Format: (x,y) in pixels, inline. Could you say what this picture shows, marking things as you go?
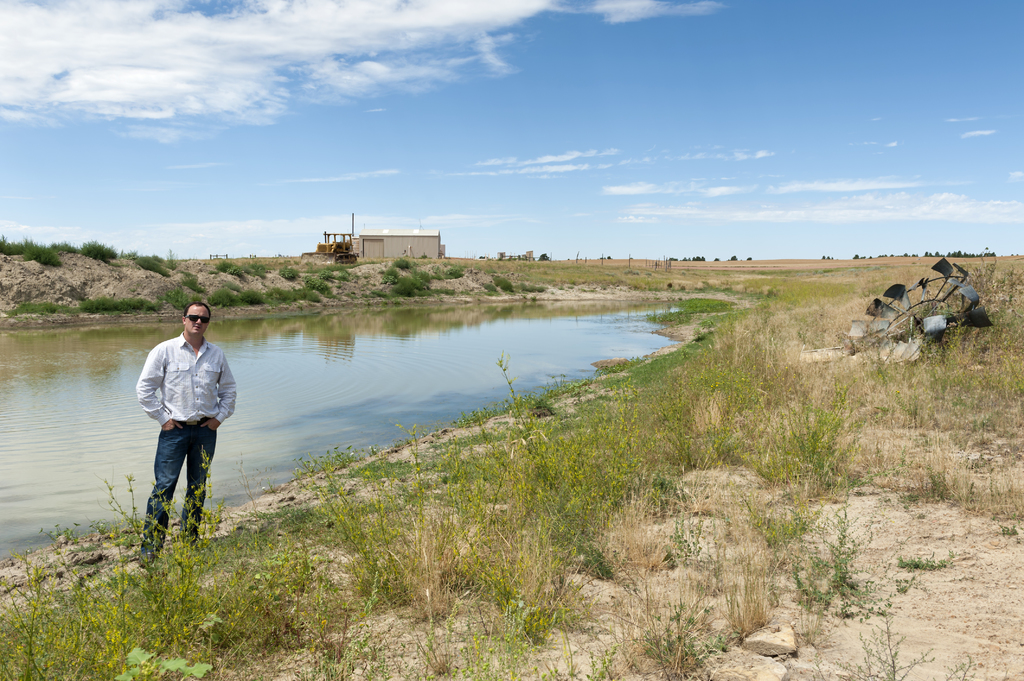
In this image, we can see a person (176,412) standing and wearing glasses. In the background (328,251), there is a shed (422,245), trees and some objects (881,316). At the bottom (602,550), there is water (405,368) and we can see plants (555,580) on the ground (553,636).
